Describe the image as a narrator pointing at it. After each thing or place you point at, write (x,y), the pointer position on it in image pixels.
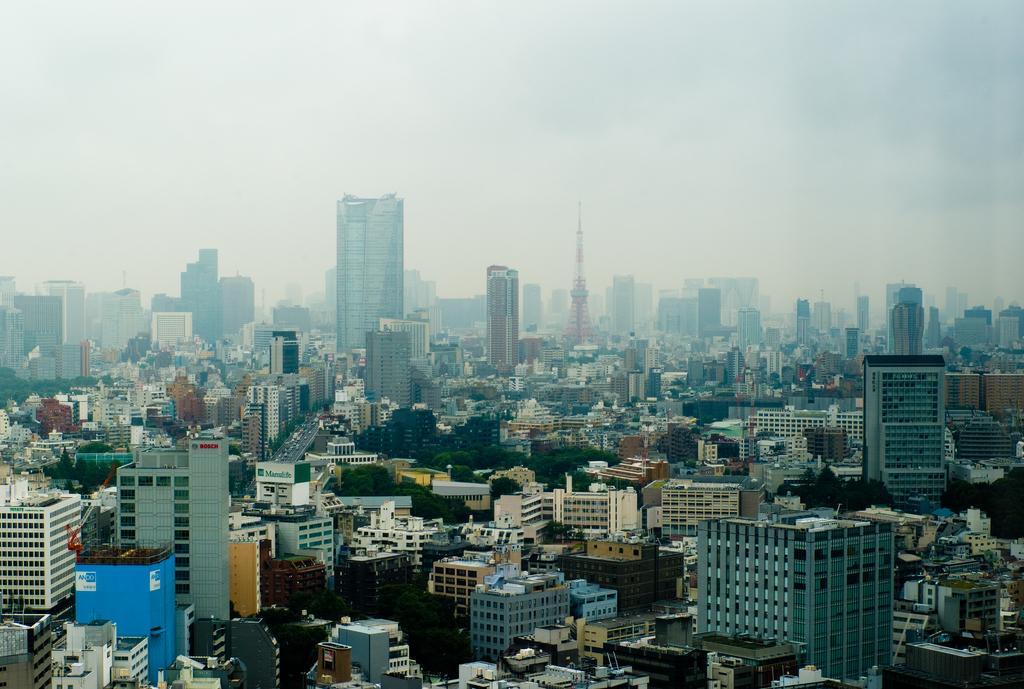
This is an image of a city (393,480). In this image there are buildings (505,403), vehicles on the road (299,433) and a sky (645,153).
